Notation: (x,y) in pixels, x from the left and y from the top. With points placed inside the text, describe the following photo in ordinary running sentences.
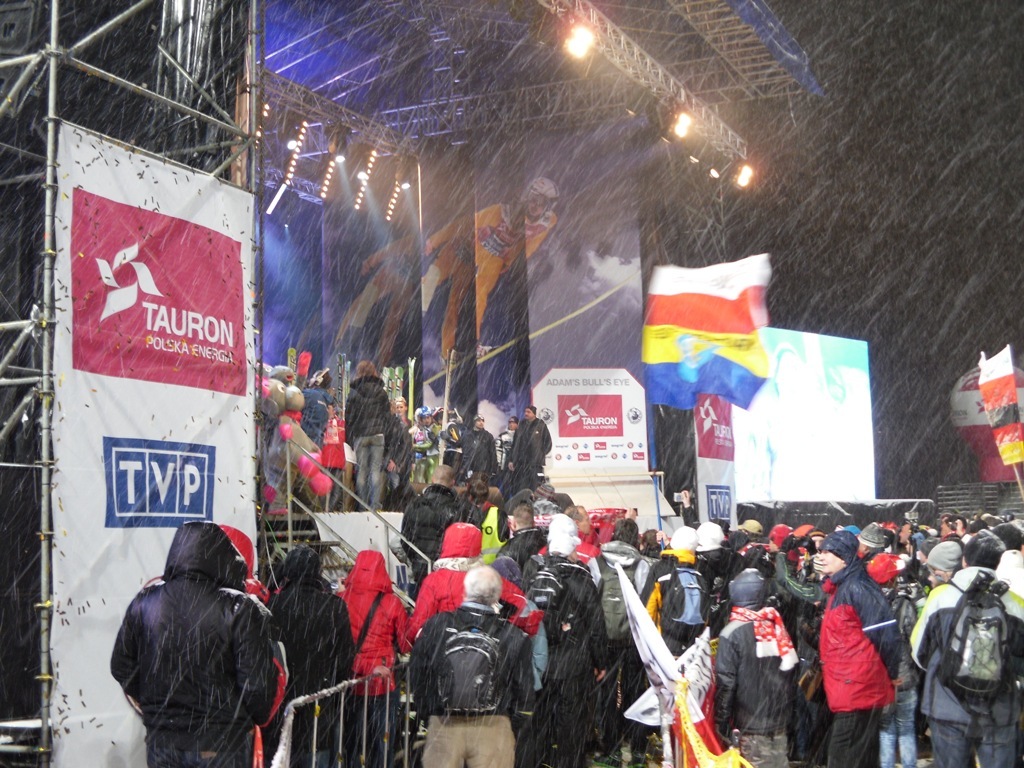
In this picture we can see flags (660,378), bags (969,641), jackets (510,633), banners (100,480), screens (848,386), lights (293,163), rods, fence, balloons (312,481) and some objects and a group of people (1010,549) standing and in the background (456,126) it is dark.
